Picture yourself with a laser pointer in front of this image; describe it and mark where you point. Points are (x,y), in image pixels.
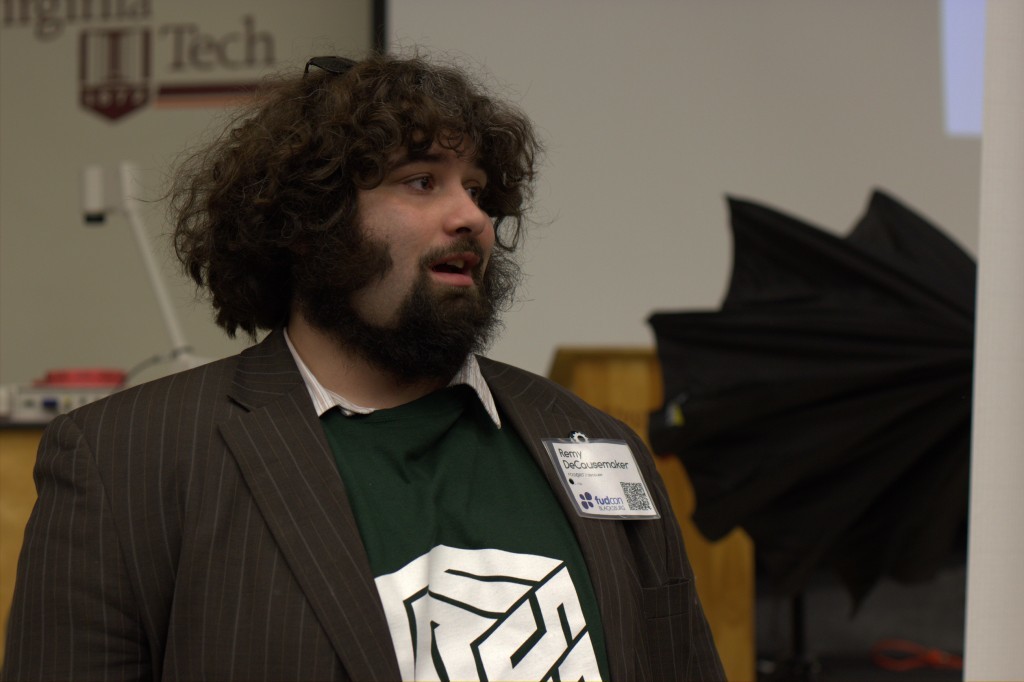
In this image we can see a man (558,458). On the backside (803,400) we can see an umbrella (851,395), a speaker stand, some objects (68,402) on a table (26,516) and a board (243,93) on a wall (343,46) with some text (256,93) on it.
